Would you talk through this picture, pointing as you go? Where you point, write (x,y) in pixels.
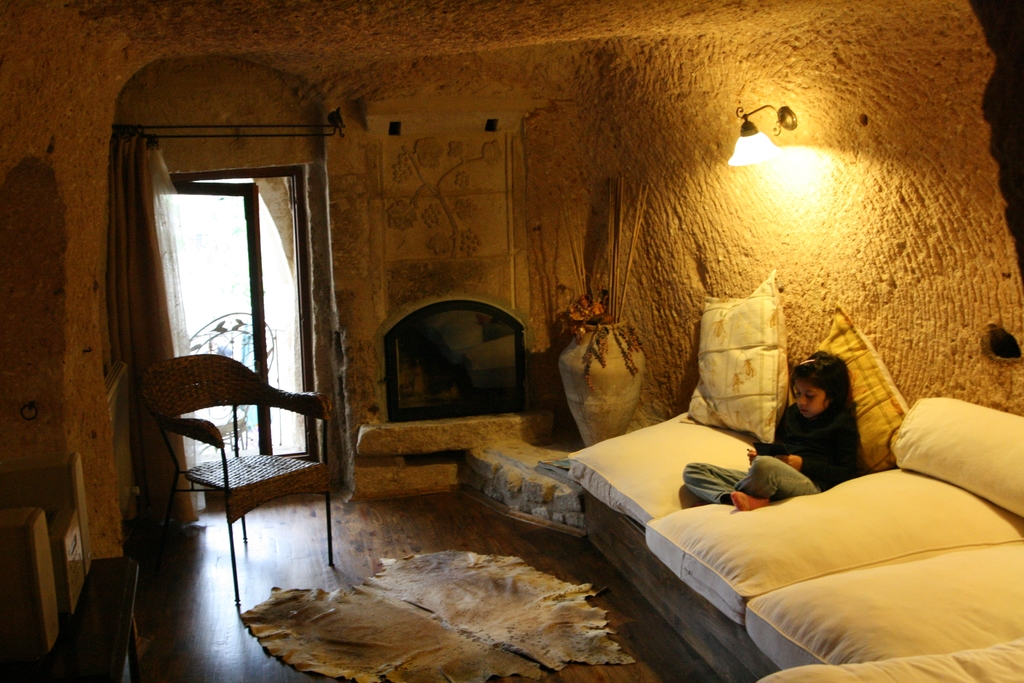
In this image I can see a room (627,431) with bed (764,552). On the bed (778,522) one person (791,463) is sitting and holding something. In this room (392,163) I can also see a chair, lamp (737,155), pot (567,363) and the curtain (159,222).
